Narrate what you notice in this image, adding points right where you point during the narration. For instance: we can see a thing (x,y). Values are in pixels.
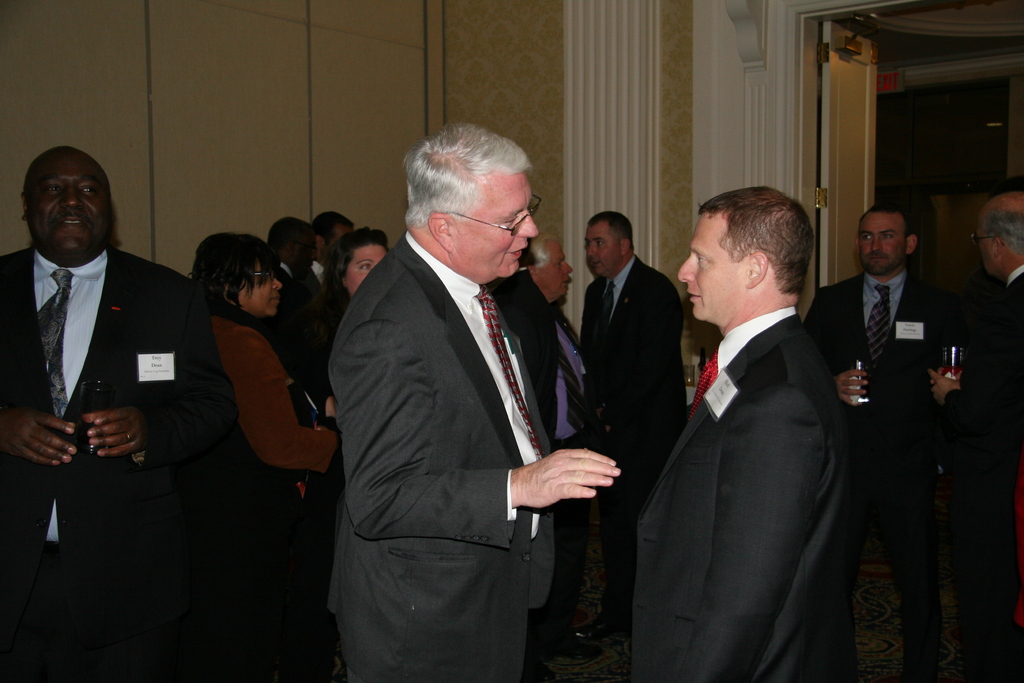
In this image in front (474,370) there are people (487,376). Behind them there is a wall (561,67). On the right side of the image (875,49) there is a door (835,266).
